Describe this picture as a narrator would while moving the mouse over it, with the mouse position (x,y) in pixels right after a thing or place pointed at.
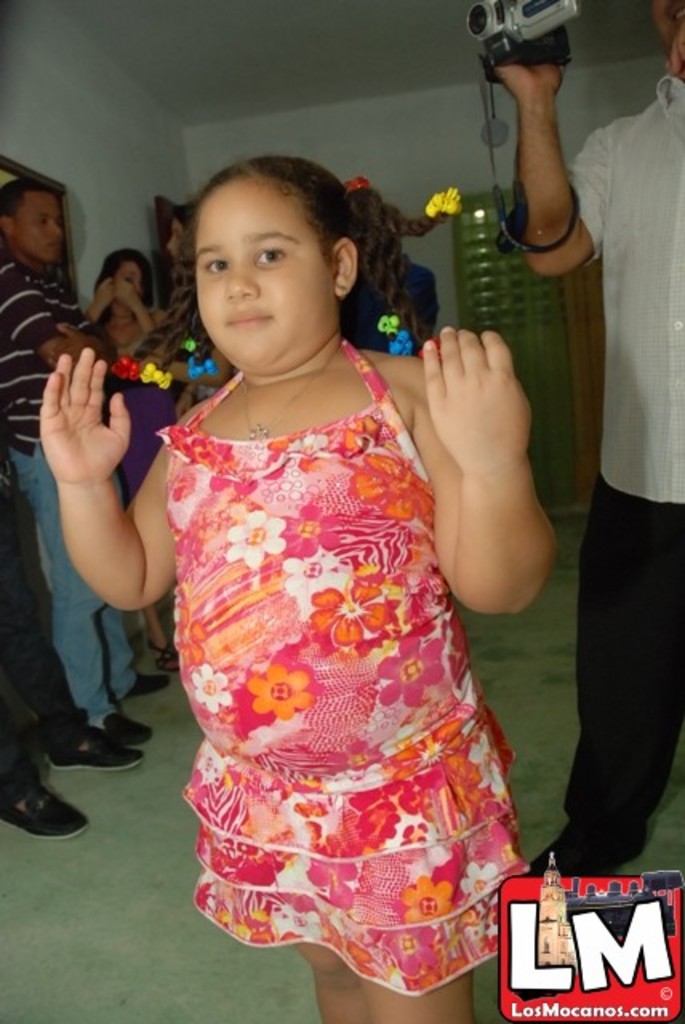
In this image I can see a group of people (244,302) are standing on the floor (532,807) and a logo (534,957) at the bottom (595,995). In the background (507,169) I can see a wall (501,163) and a door (539,355). This image is taken in a hall (7,880).
